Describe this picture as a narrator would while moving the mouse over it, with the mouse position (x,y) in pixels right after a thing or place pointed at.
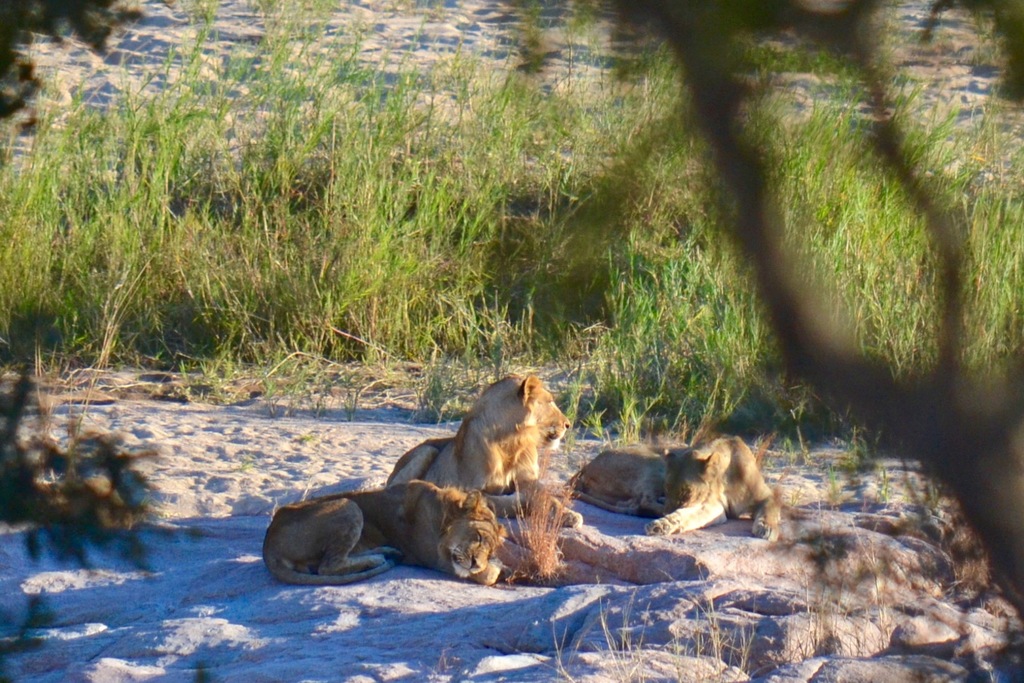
In this image we can see few animals (501,505). We can see the grass (523,531) in the image. We can see the sand (292,444) in the image.
